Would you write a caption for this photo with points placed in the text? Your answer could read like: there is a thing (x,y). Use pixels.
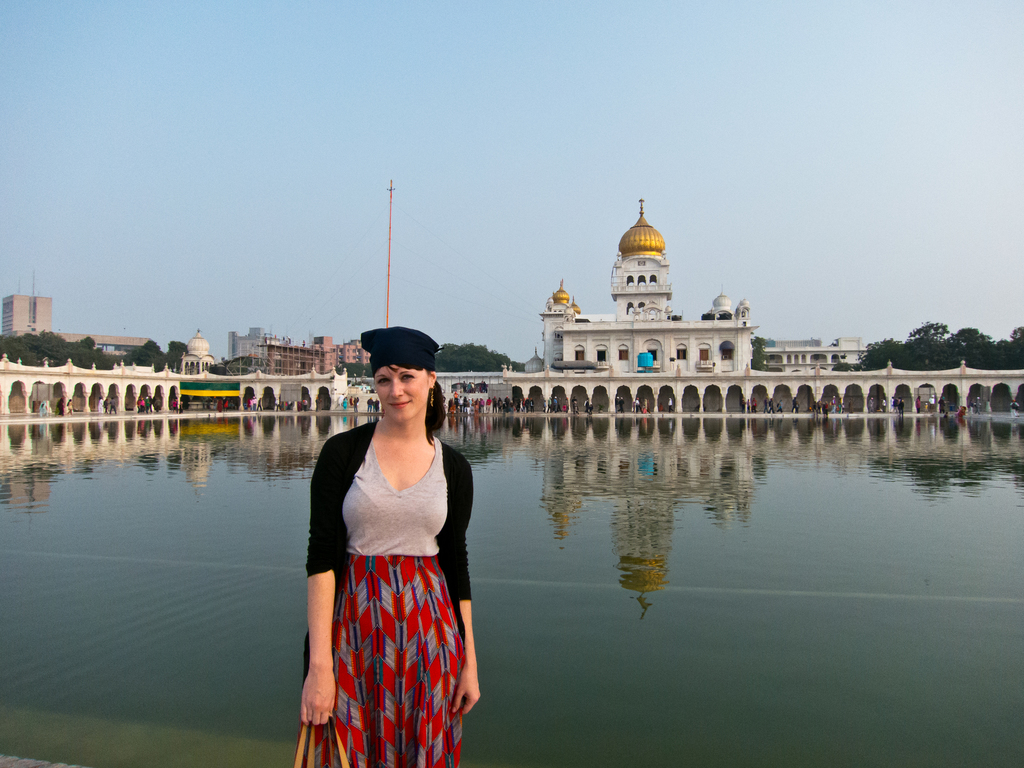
In the center of the image (406,423) there is a lady (419,431). In the background of the image (536,372) there are buildings (636,340), trees (898,362). At the top of the image (485,90) there is sky (727,90). In the center of the image (492,461) there is water (628,525).
